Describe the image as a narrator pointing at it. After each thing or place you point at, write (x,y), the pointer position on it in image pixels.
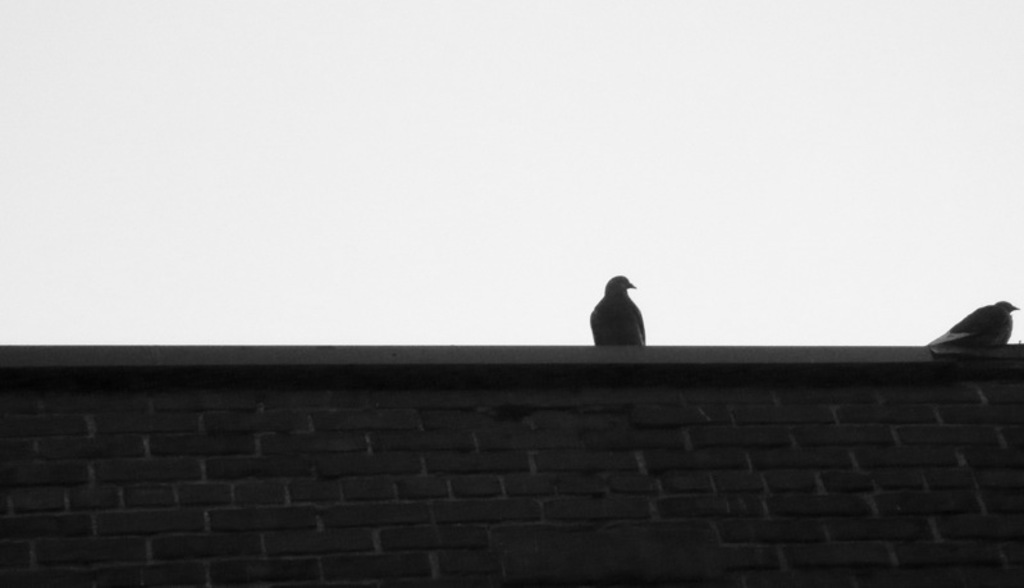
This image consists of two birds (604,337) on the wall (375,396). At the bottom (565,530), we can see a wall (601,513) made up of bricks (753,406). In the background (785,135), there is sky (359,275).
